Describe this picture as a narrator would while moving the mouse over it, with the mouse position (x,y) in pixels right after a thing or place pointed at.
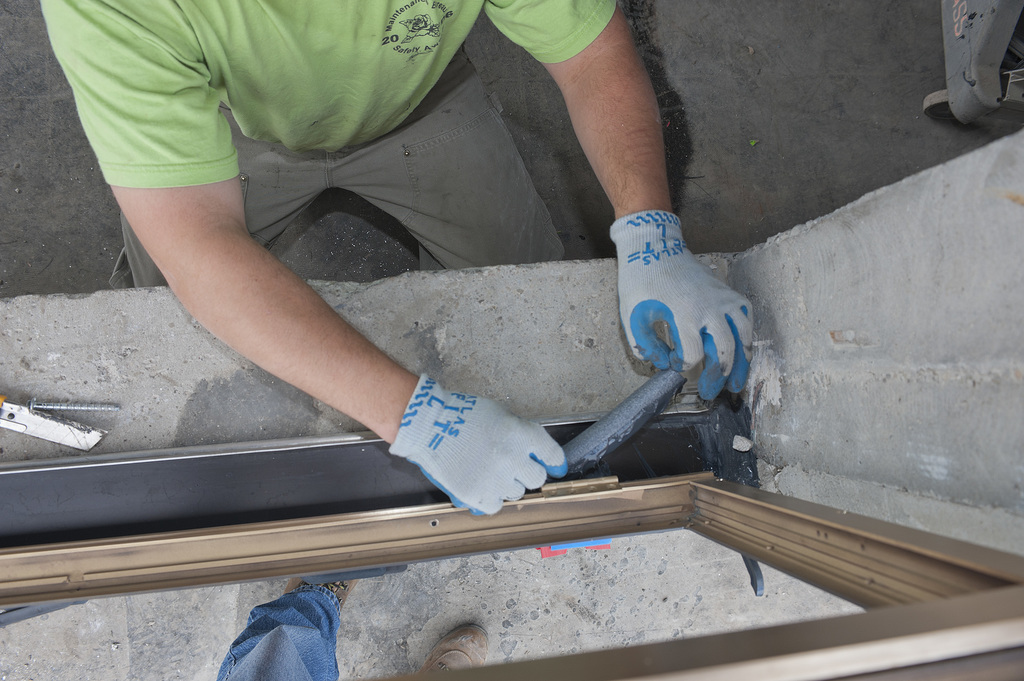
In this image at the top of the image (203,155) there is one person (171,145) who is sitting and he is doing something. In front of him there is a door (898,531), and at the bottom of the image (293,641) there is another person (278,643) and in the center (486,365) there is a wall (847,368) and on the left side (48,430) there is one tool (78,422). In the background (951,83) there is some object (947,66), and at the bottom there is a floor (43,144).
